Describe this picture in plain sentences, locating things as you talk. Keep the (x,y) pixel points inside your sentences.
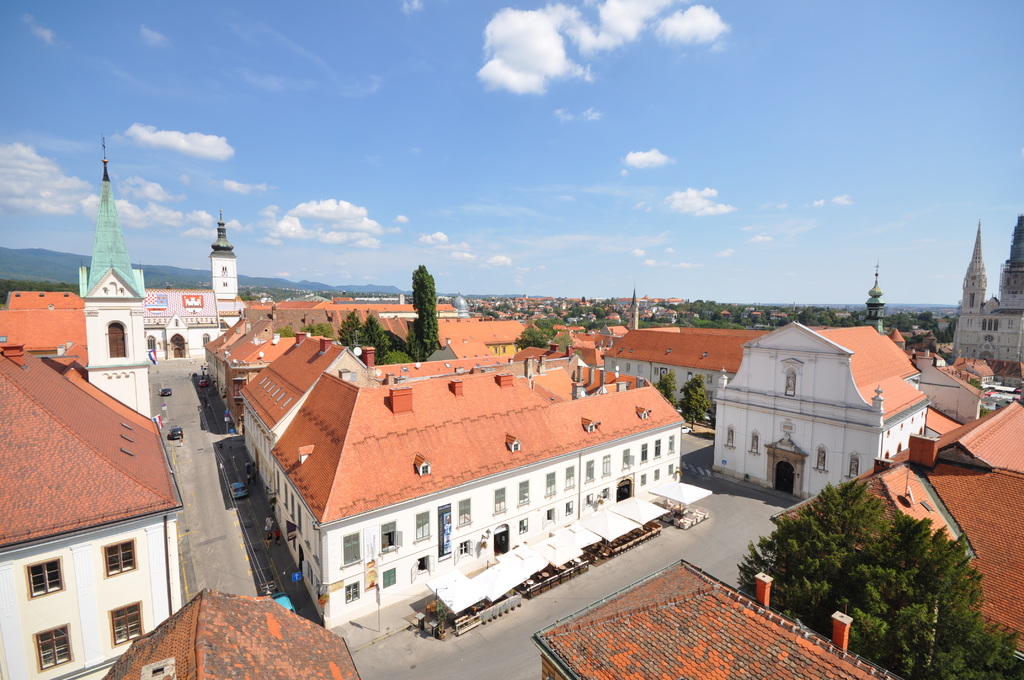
In this image we can see buildings (546,655), trees (702,414), vehicles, roads (246,504), pole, board (368,573), and flags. In the background (451,185) there is sky (843,212).
